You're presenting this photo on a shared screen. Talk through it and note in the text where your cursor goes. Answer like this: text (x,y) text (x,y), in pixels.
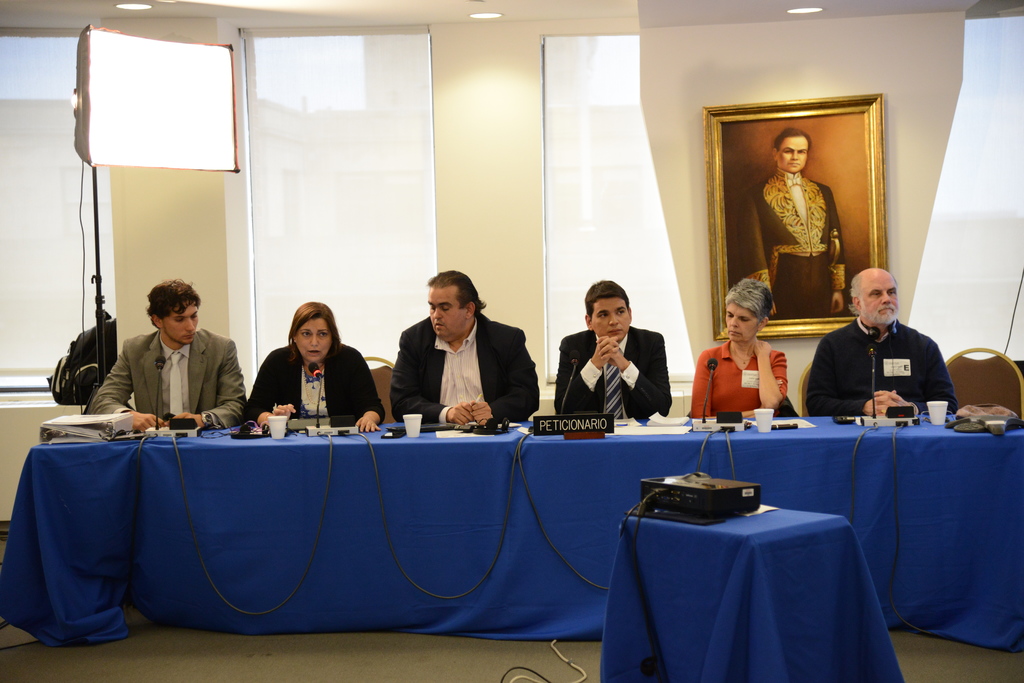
There are some people (310,357) sitting on the chairs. A lady (328,364) wearing a black coat (328,381) is talking. And there is a table (361,451) in front of the people (346,372). It is covered with blue sheet (277,476). There is a nameplate (570,428), there are glass papers (683,422) on this table (482,437). There is another table (732,553) in front of this table (751,435). In the background (120,183) there is a wall (693,159). There is a photo frame (822,157). There is a bag (95,343) kept near the window (51,344).
